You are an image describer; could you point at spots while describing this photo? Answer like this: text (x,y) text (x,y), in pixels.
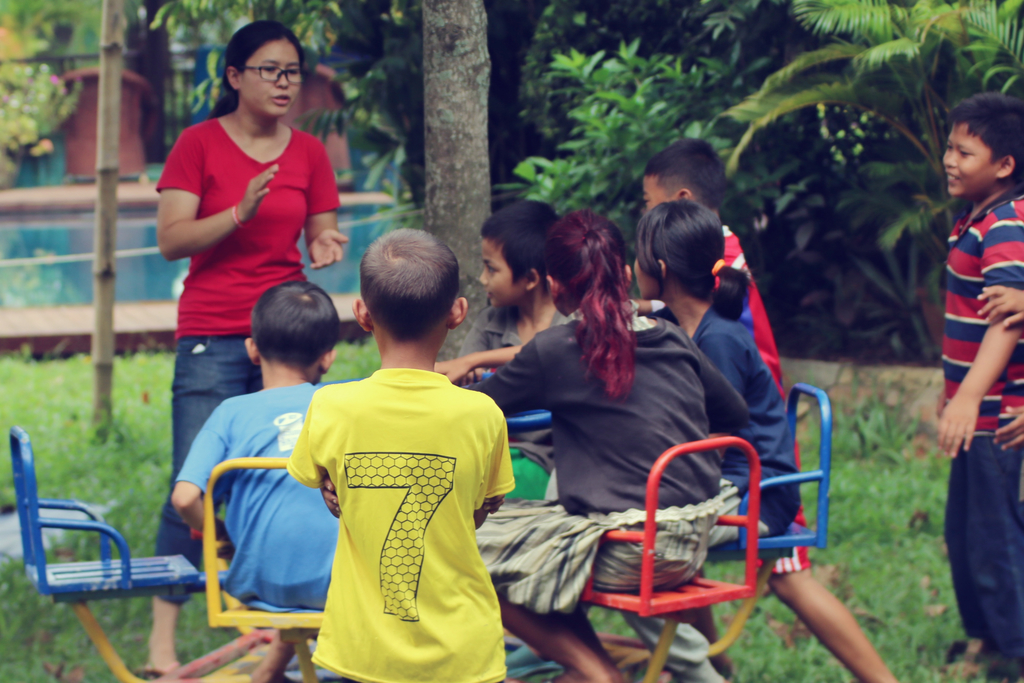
In the foreground of the picture (357,518), there are girls (592,342) and boys (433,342) are on a merry go round park equipment (245,637). We can also see two boys (1006,504) standing on the grass (955,628). Behind equipment (258,641), there is a woman (236,155) standing, few trees (502,28) and it seems like a swimming pool (128,278) in the background (151,267).
